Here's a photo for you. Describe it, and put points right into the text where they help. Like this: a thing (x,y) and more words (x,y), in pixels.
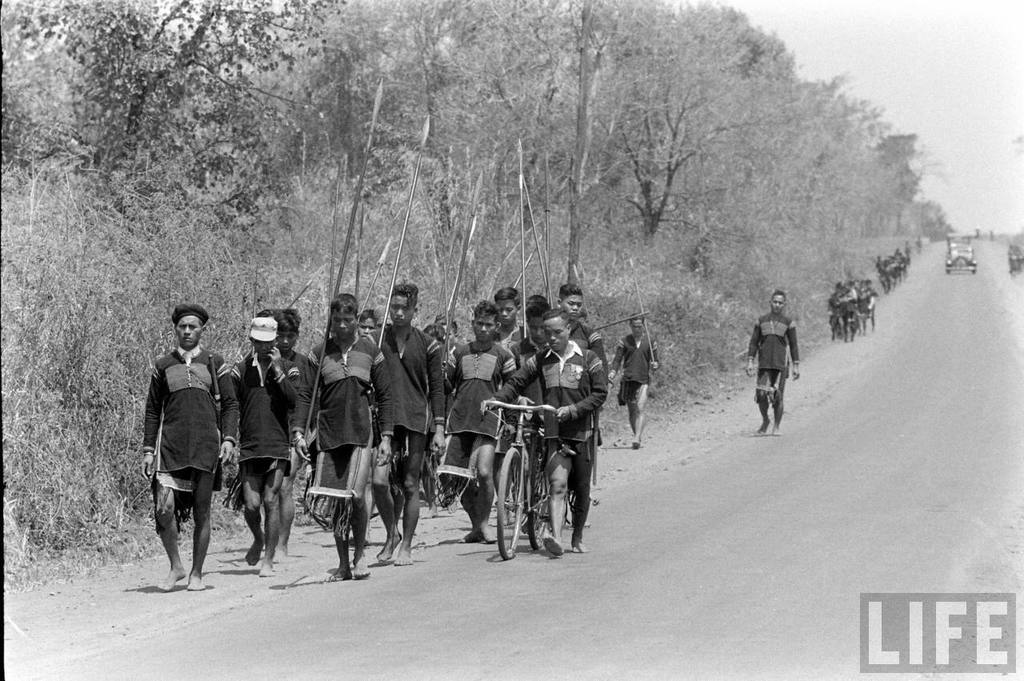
This picture is clicked outside. On the left (319,425) we can see the group of persons (624,384), holding some objects (539,432) and walking on the ground (703,526). On the right (971,252) there is a vehicle (971,252) seems to be running on the road (968,338). In the background (940,54) we can see the sky (942,81), trees (595,209) and plants (683,214). At the bottom right corner (935,604) there is a watermark (934,637) on the image.
